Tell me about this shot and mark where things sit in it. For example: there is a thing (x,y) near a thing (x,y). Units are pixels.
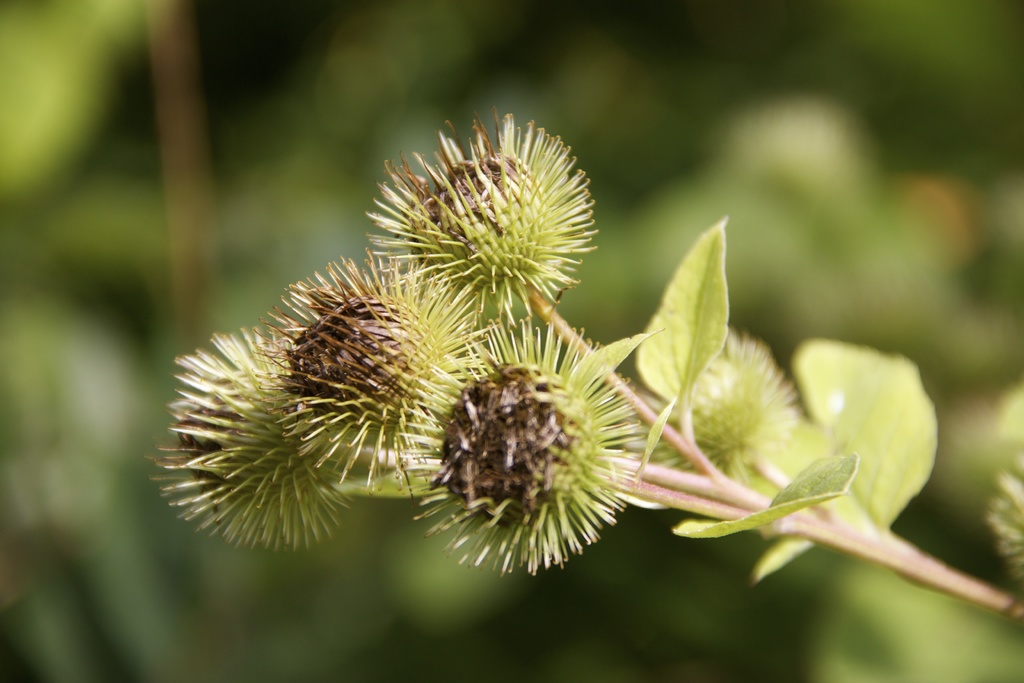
Here we can see a plant (730,413) with small flowers (427,349). In the background (90,610) the image is blur.
